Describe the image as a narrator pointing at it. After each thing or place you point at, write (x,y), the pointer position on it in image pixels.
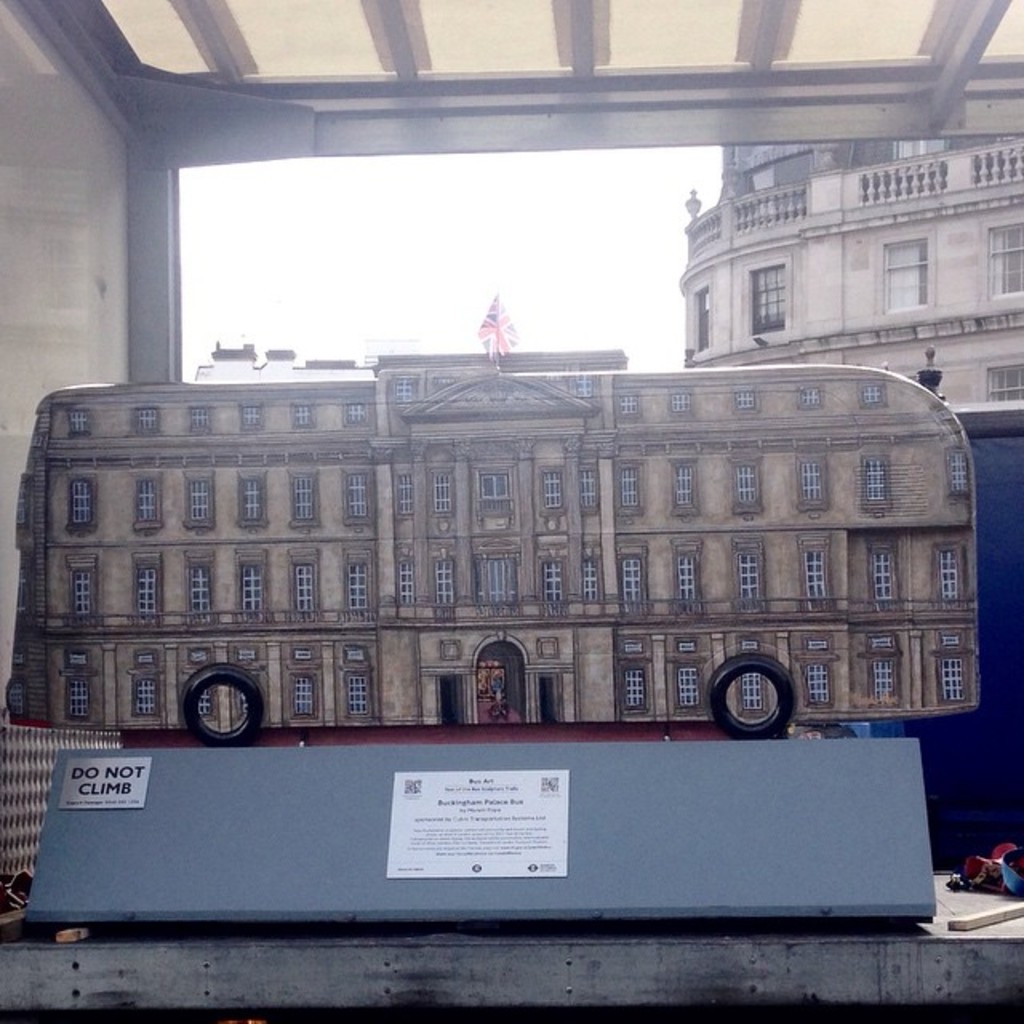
In this image there is an art of a duplicate building (435,504), posters (408,812) attached to the wooden board (370,796), few buildings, a wooden stick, a flag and the sky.
